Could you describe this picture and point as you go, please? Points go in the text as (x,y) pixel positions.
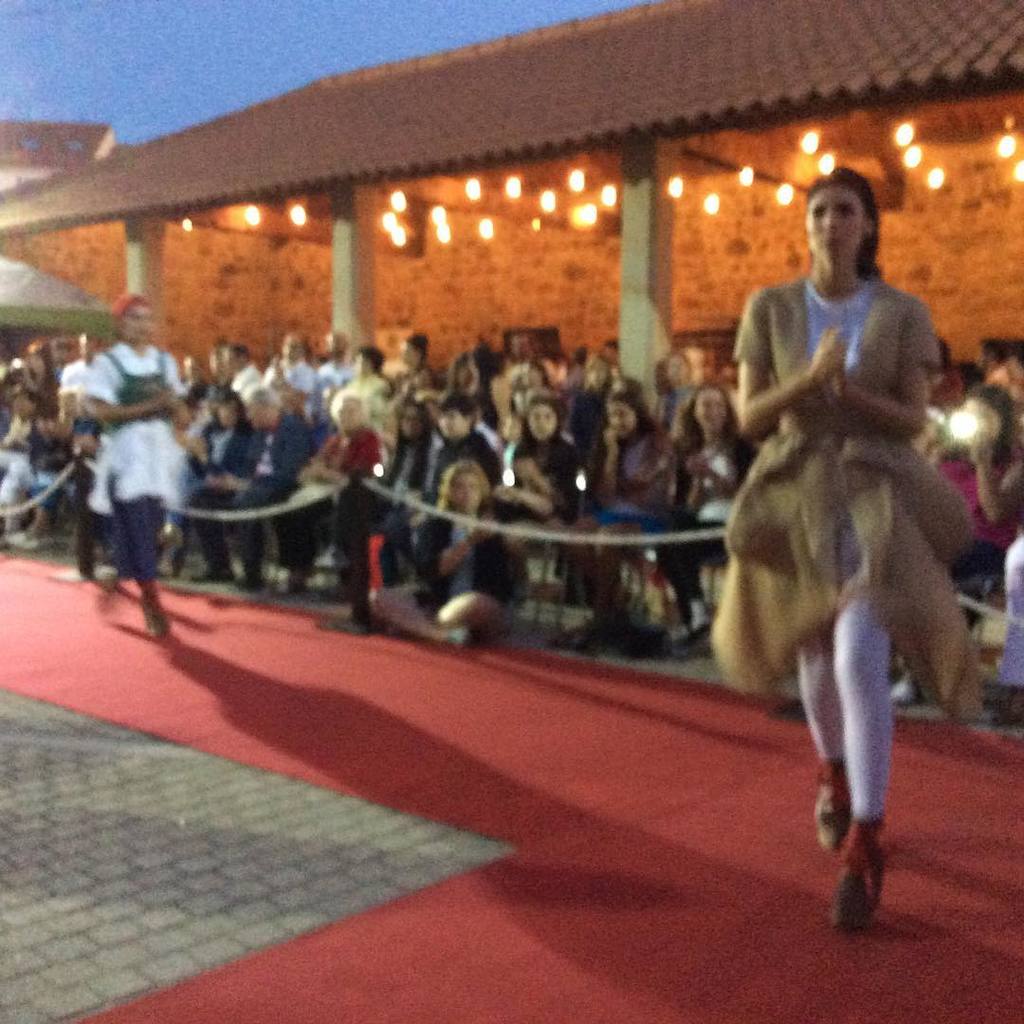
In this picture I can see few people (468,530) seated and few are standing and couple of them are walking and I can see buildings (246,129) and few lights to the ceiling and I can see a rope fence (994,616) and a clear sky (248,82).
